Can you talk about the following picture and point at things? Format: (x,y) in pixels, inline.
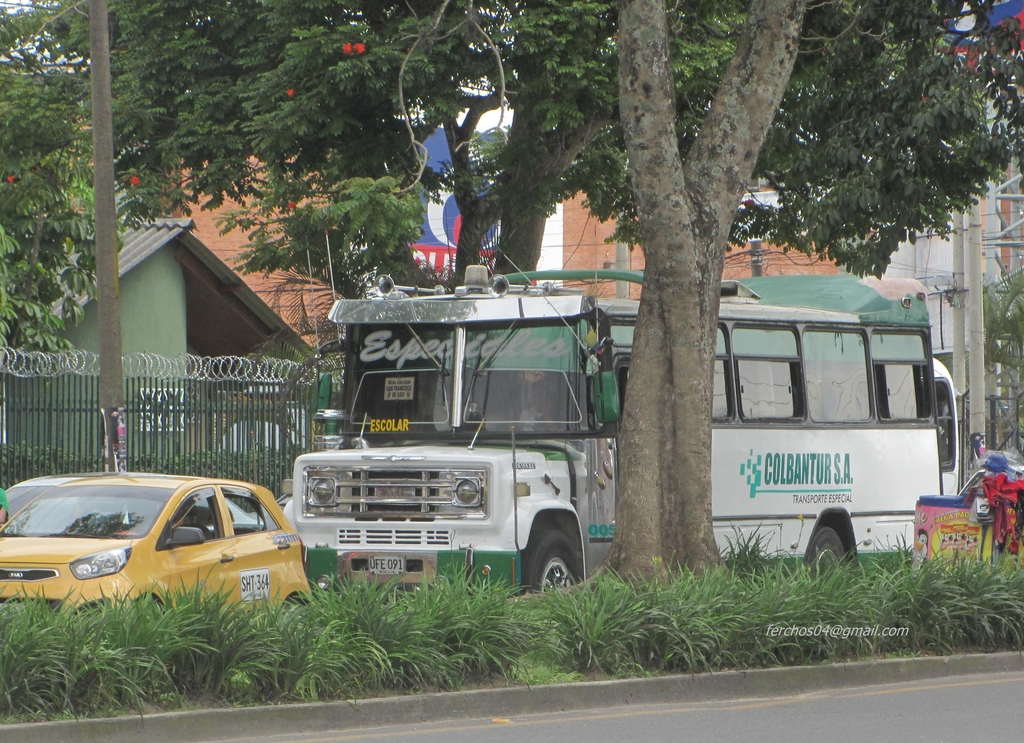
In this image we can see some buildings (208,281), vehicles (410,483), trees (617,24), plants (437,611), poles (101,164), wires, there is a fencing (95,418), and there is a poster (117,417) with some text (118,430) written on it.
